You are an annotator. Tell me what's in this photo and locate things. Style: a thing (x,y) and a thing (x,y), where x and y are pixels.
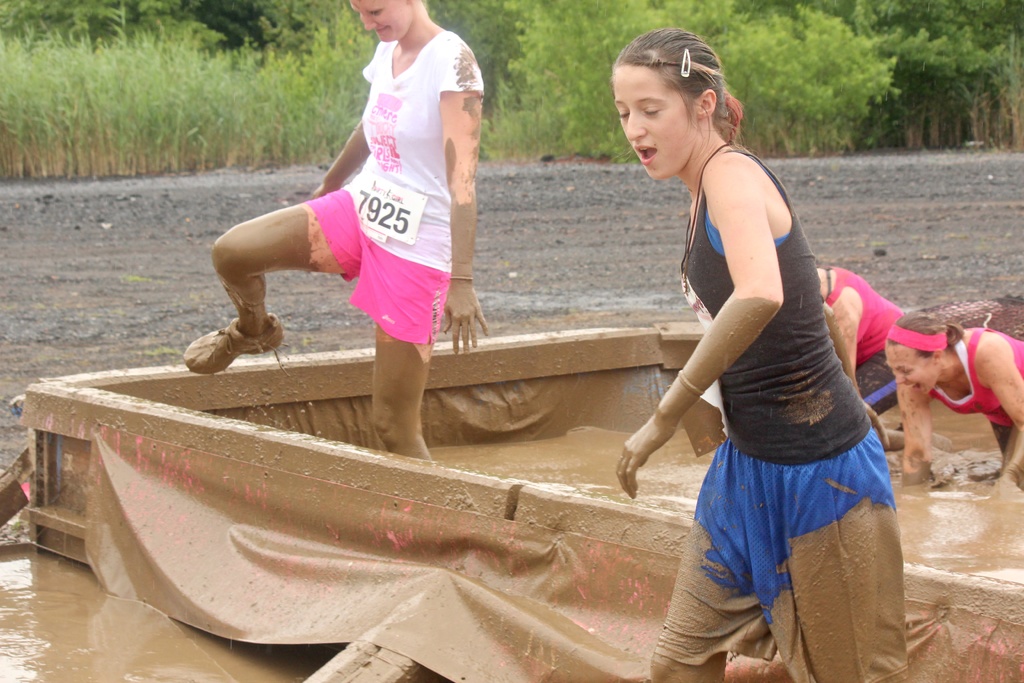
In this image in the foreground (762,374) there are two women (470,215) who are walking, and on the right side (892,386) there are two women (905,353) who are crawling. And at the bottom (497,608) there is a box (571,422), in that box (665,553) there is some mud (913,556) and water (937,480). In the background (223,85) there are some plants (932,91) and trees (904,100), and in the center (498,228) there is a walkway (69,292).
